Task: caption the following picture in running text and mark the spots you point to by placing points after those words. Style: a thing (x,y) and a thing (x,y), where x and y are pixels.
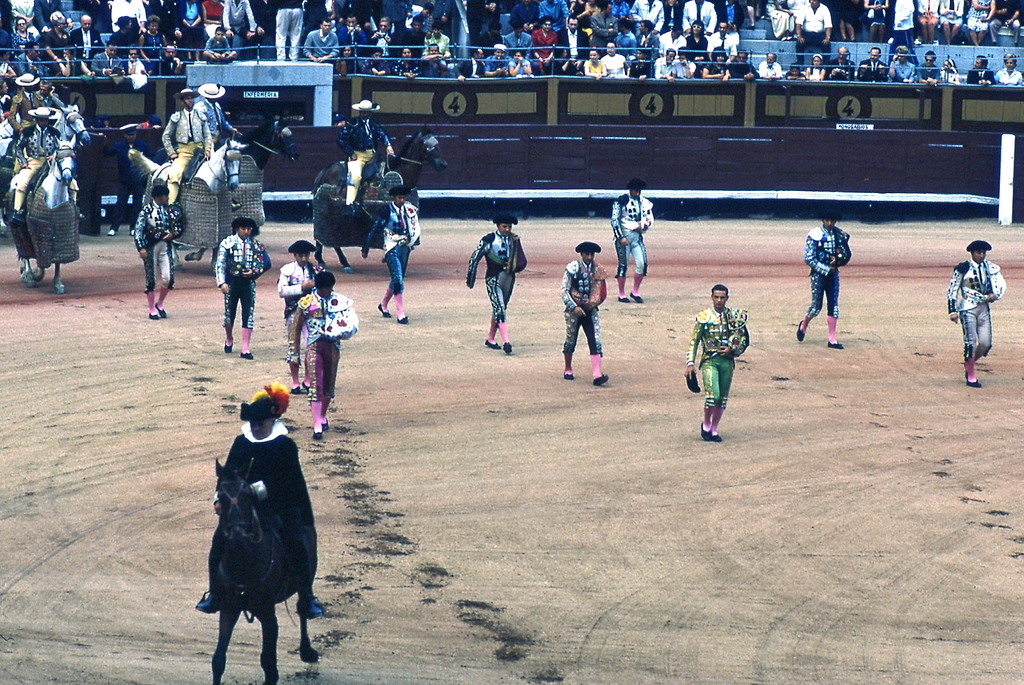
In this image there group of people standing in the ground (203,472), horse (266,643) and the back ground (590,7) there are chairs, group of people (612,7).
